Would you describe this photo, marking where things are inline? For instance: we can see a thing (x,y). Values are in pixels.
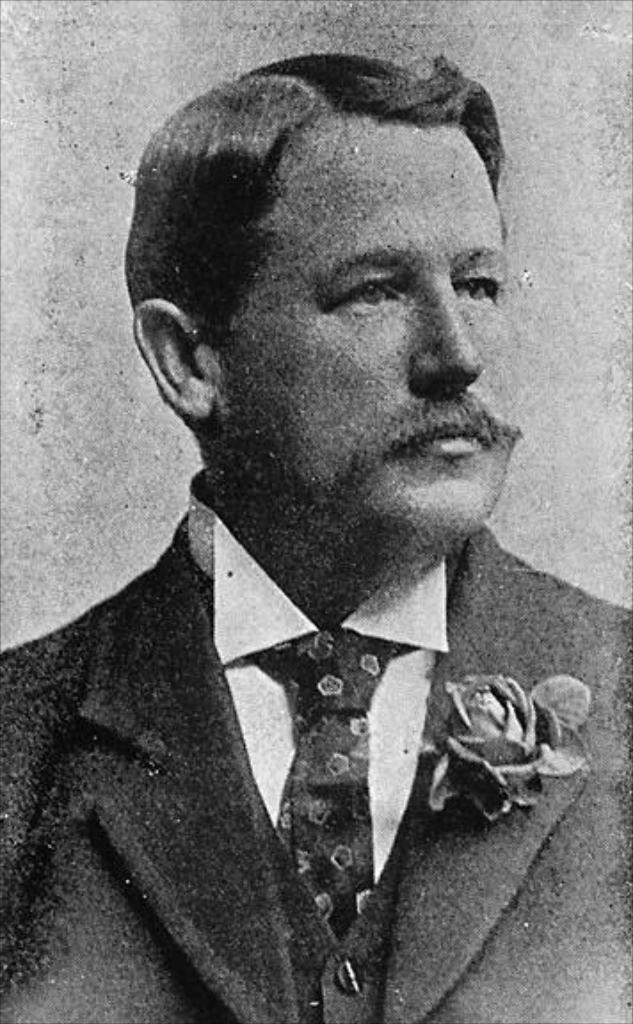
This is a black and white image. In this image we can see there is a person (353,914) wearing a coat (461,892) and tie (355,729). On the coat (497,855) there is a flower (524,736).
